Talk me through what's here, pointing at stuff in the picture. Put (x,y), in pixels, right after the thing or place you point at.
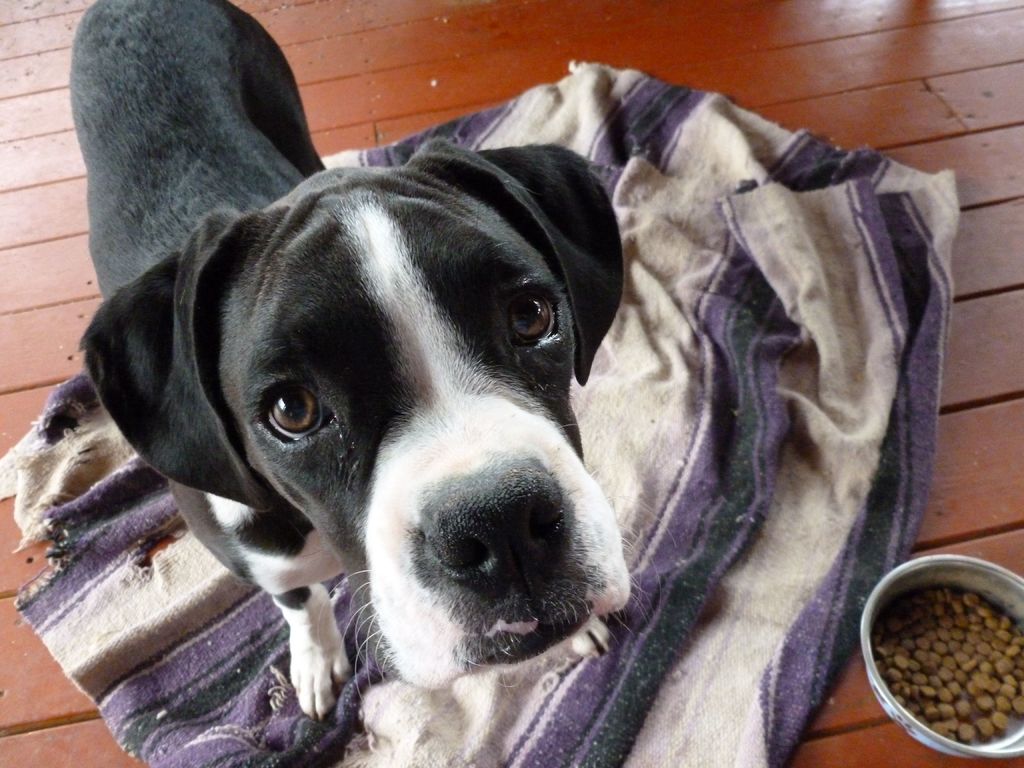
In the image we can see a dog (413,173). Behind the dog (413,173) there is cloth (678,674). In the bottom right corner of the image (873,600) there is bowl (923,563), in the bowl (1023,744) there are some dog food (993,629).
